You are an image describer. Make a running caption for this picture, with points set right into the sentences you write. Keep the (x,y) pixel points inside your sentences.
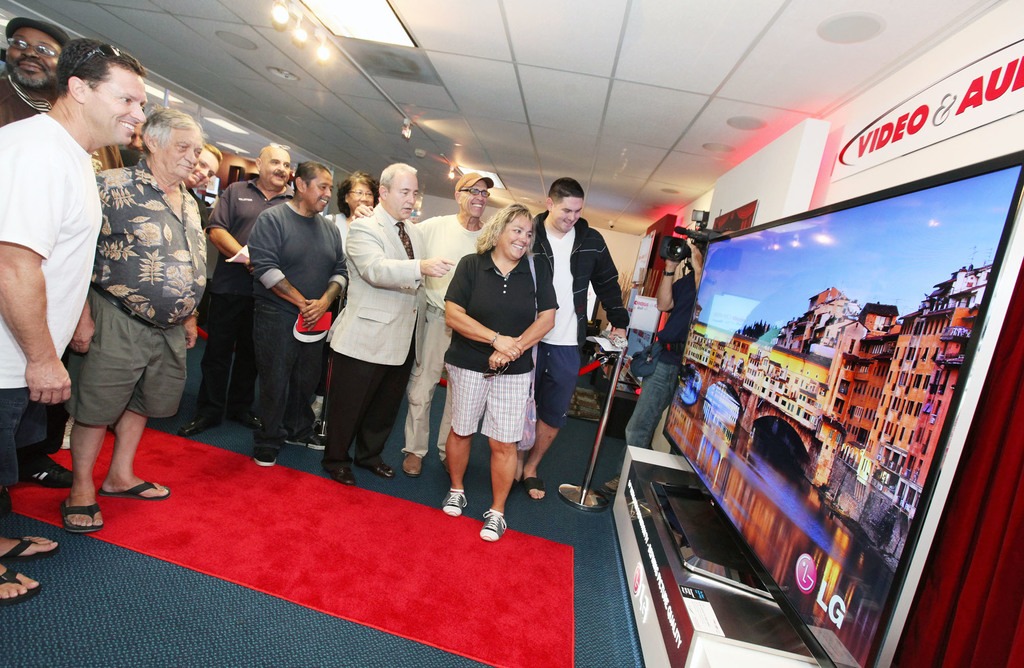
In the foreground (359,201), I can see a group of people (419,312) are standing on the floor (224,649) in front of a TV (757,503) and I can see some objects (658,584). In the background (676,289), I can see a person (677,304) is holding a camera (677,251) in hand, lights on a rooftop (612,95) and a text (871,148) on a wall (903,172). This image taken, maybe in a hall (300,488).
